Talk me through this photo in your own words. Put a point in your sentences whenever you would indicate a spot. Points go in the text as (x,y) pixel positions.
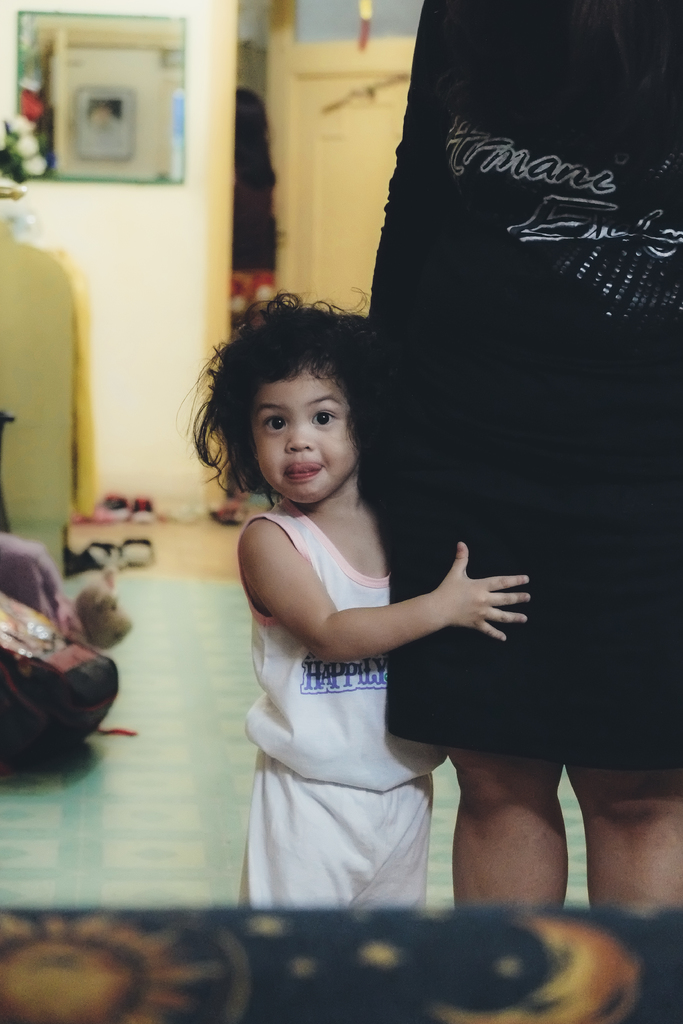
In this image I can see a girl (261,557) and a person (495,474) is standing over here. I can see she is wearing white colour dress (332,862) and this person (500,463) is wearing black. In the background (122,553) I can see few footwear (136,517) and few other things (40,487). I can also see this image is little bit blurry from background (251,11) and here I can see something is written on their dresses (441,441).
